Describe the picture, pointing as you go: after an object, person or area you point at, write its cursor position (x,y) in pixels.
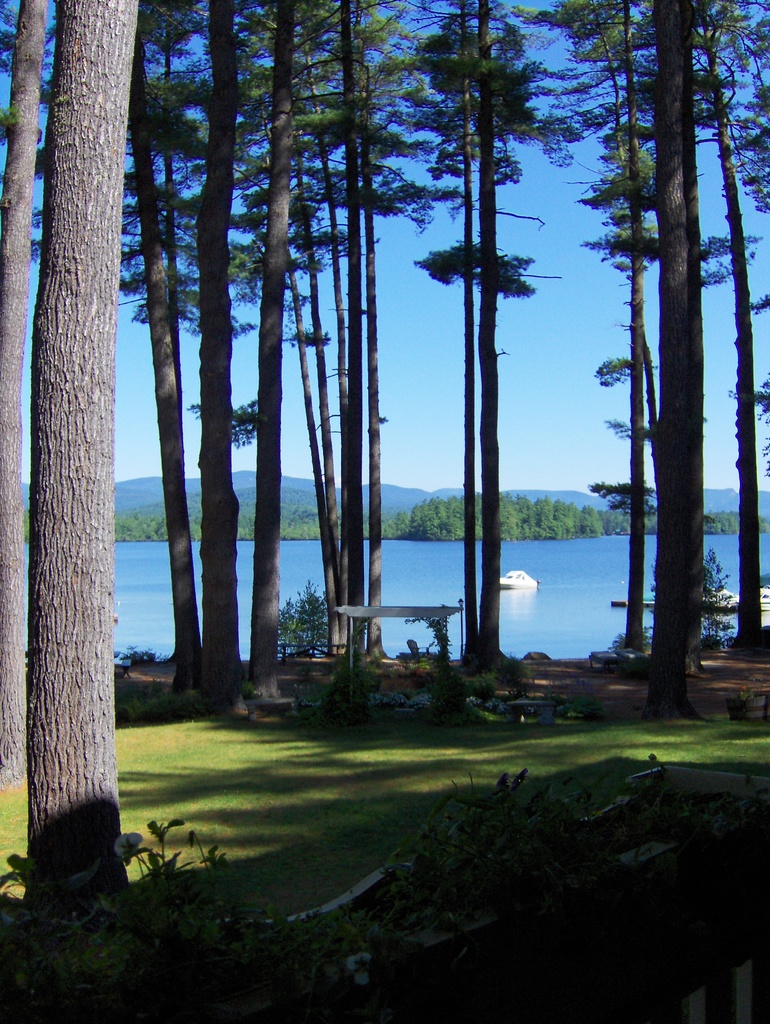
We can see plants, grass (371,763) and trees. In the background (577,537) we can see trees (530,535), ships (525,583) above the water (553,568) and sky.
